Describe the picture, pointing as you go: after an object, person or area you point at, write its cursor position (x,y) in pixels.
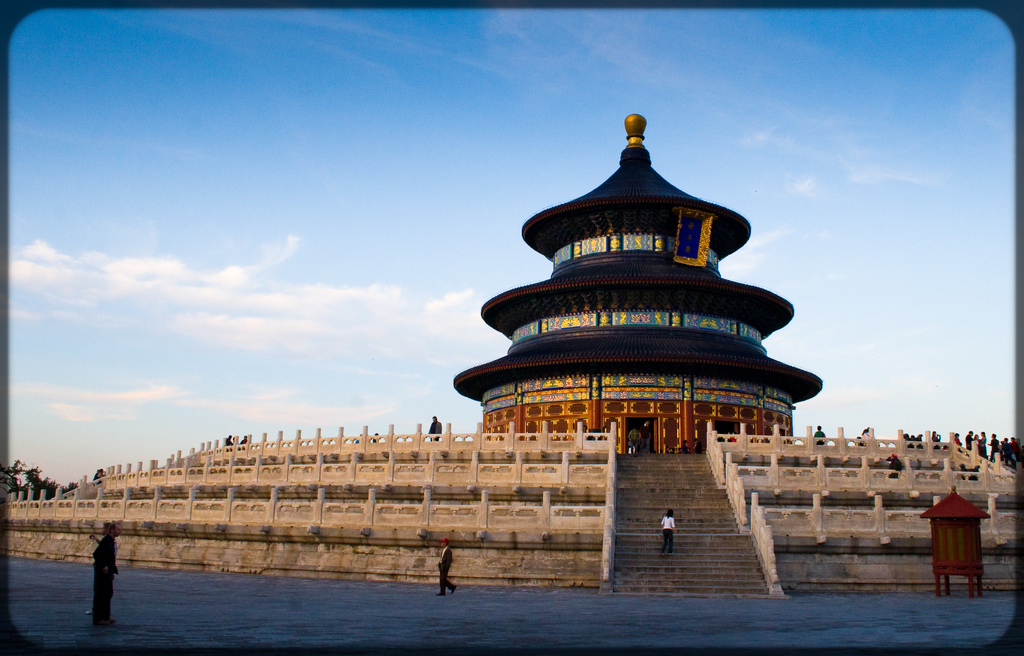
In the picture we can see a historical construction of a temple (798,582) and besides to it, we can see some steps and railings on the steps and on the path (506,642) we can see some persons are standing and walking and in the background (740,60) we can see a sky (326,272) with clouds (355,299).
